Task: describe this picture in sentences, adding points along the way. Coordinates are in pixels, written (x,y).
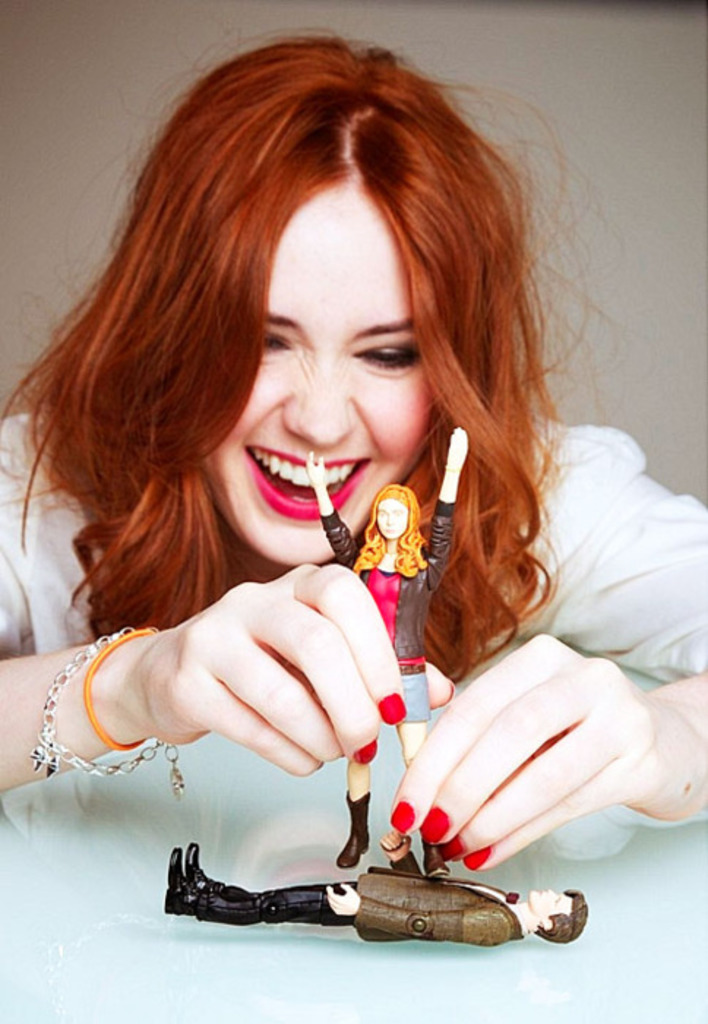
In this picture we can see a woman (213,697) smiling and holding a doll (416,750) with her hands (378,726) and in front of her we can see a toy (565,926) on the platform (330,872).
